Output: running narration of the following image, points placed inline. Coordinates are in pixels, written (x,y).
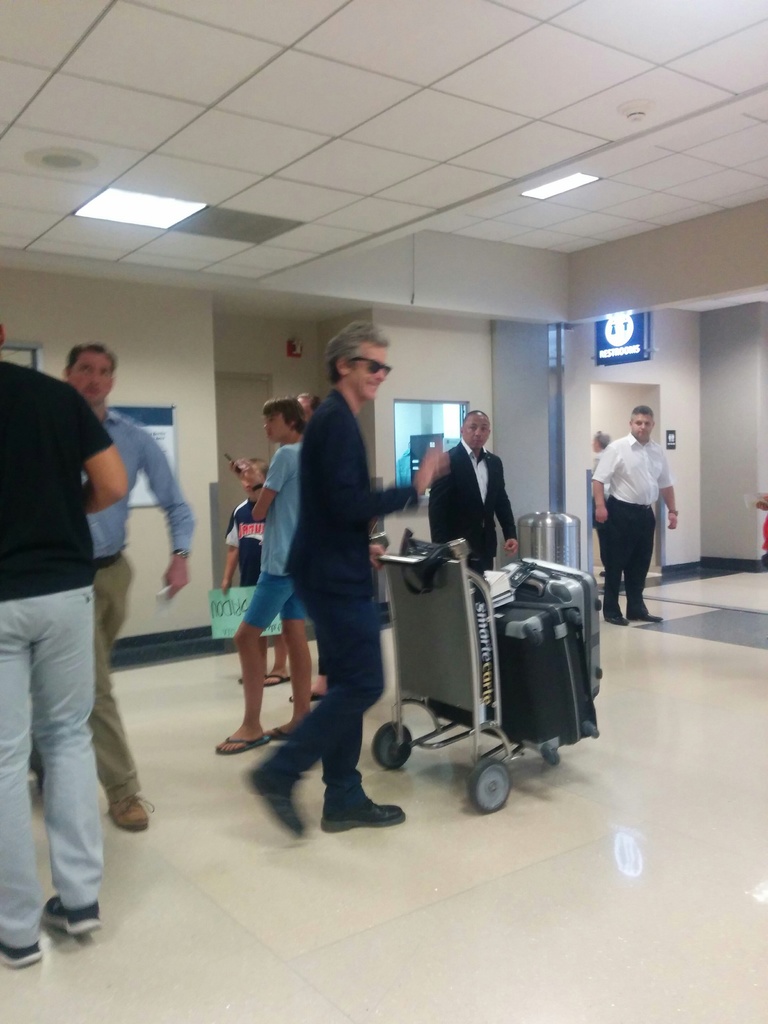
In this image I can see few people (172,478) around. In front (343,697) the person (343,657) is holding trolley (490,606). We can see few suitcase (523,613) in trolley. Back Side I can see signboard (599,333) and window (413,413). The wall (198,343) is in cream color. Top I can see lights (162,207).
